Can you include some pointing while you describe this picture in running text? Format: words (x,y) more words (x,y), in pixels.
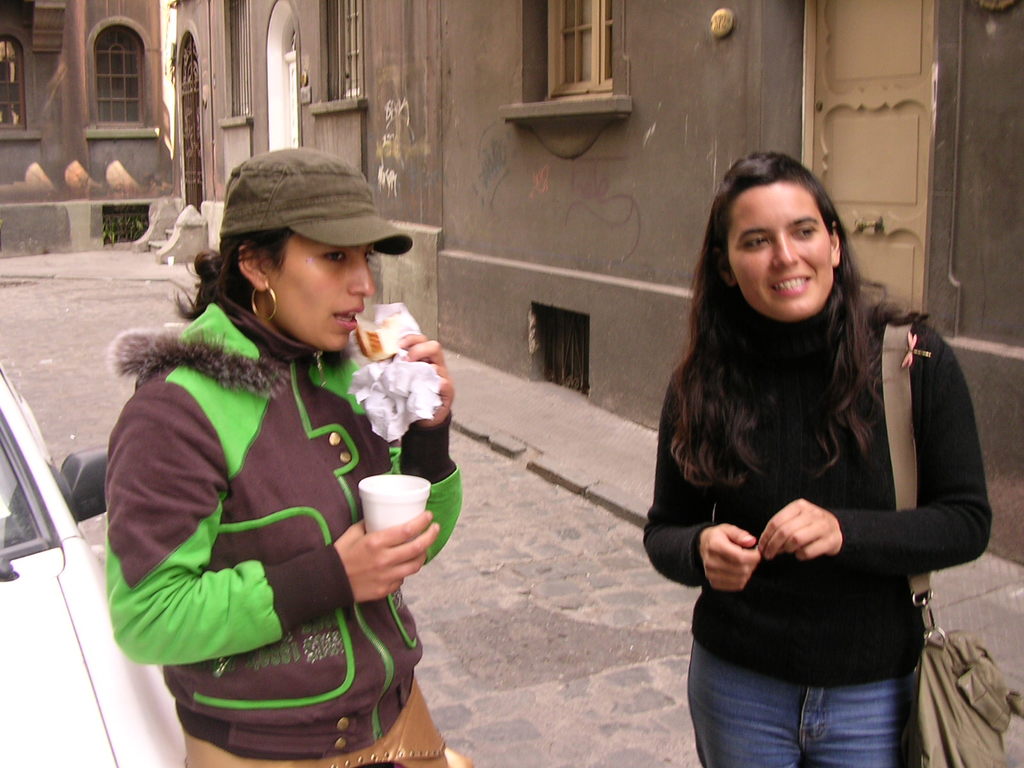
In this picture there is a woman (348,546) in the left corner (330,561) is holding a cup (390,502) in one of her hand (359,536) and few objects (399,377) in her another hand (421,352) and there is vehicle (106,680) beside her and there is another woman (749,550) wearing black dress (853,515) is standing and carrying a bag (954,650) in the right corner (875,497) and there is a building (366,70) in the background (358,99).
